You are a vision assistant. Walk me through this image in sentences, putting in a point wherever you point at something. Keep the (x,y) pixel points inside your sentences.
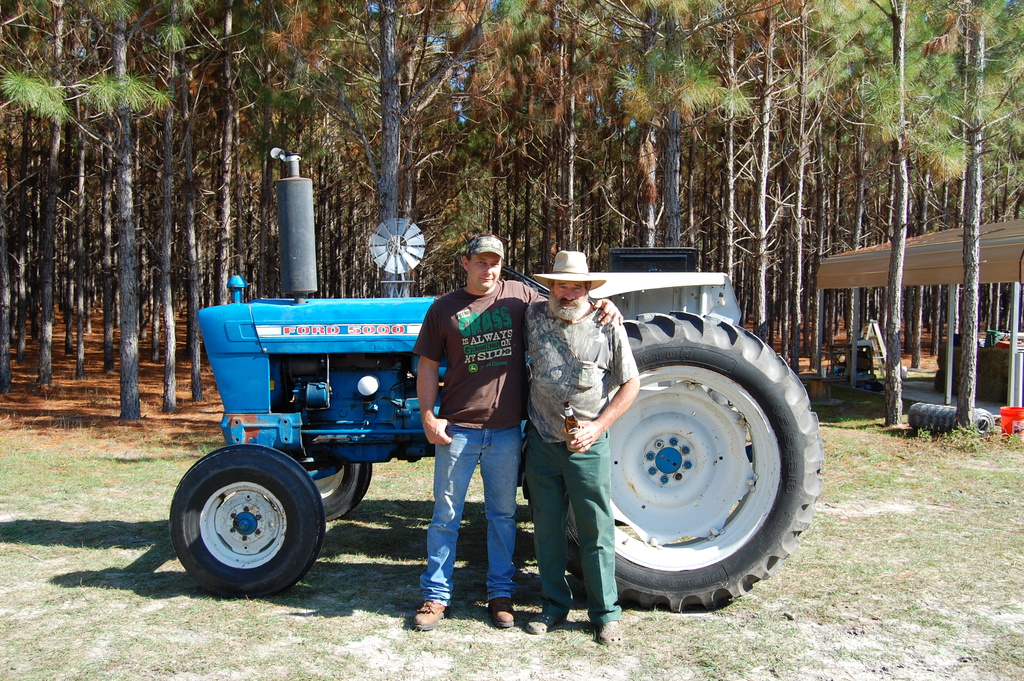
Here I can see two men (604,407) standing on the ground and giving pose for the picture. At the back of these men (522,380) there is a tractor (672,349). In the background (657,146) there are many trees (550,143). On the right side (993,256) there is a shed (925,286).
